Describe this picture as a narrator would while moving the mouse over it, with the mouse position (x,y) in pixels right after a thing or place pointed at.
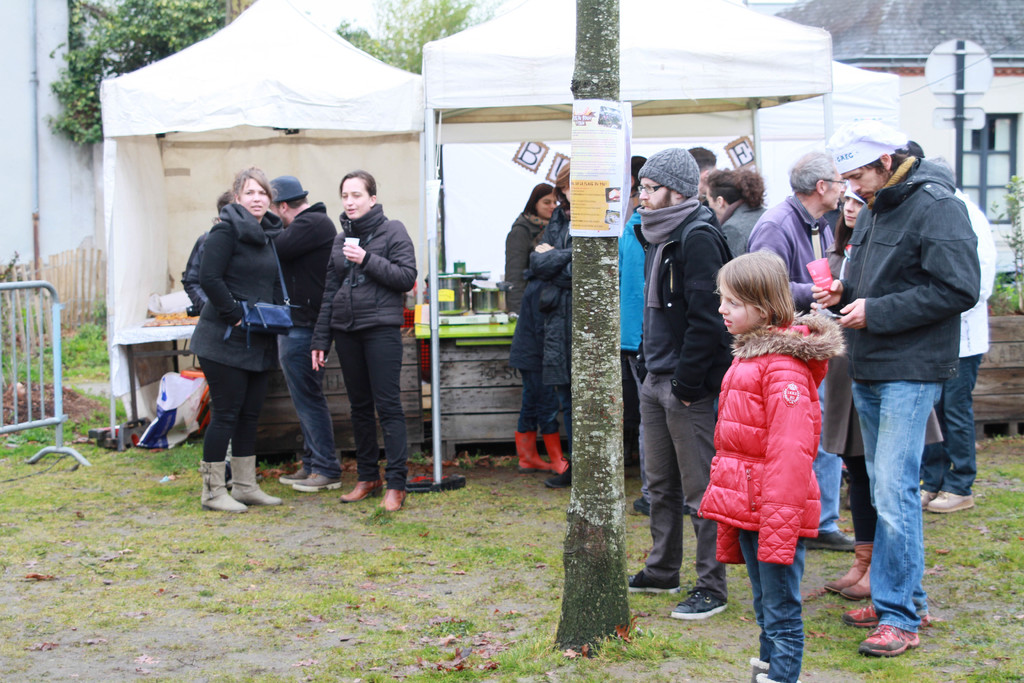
In this image, we can see a group of people (669,389) are standing on the ground (402,625). Few people (374,282) are holding glasses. At the bottom (461,662), we can see grass (431,637). Here there is a tree trunk (598,282), poster (587,179). Background (351,143) we can see stalls (755,118), houses (905,100), boards (939,69) with pole (957,128), barricade (28,369), trees (86,133), walls (86,157), pipe (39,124).
